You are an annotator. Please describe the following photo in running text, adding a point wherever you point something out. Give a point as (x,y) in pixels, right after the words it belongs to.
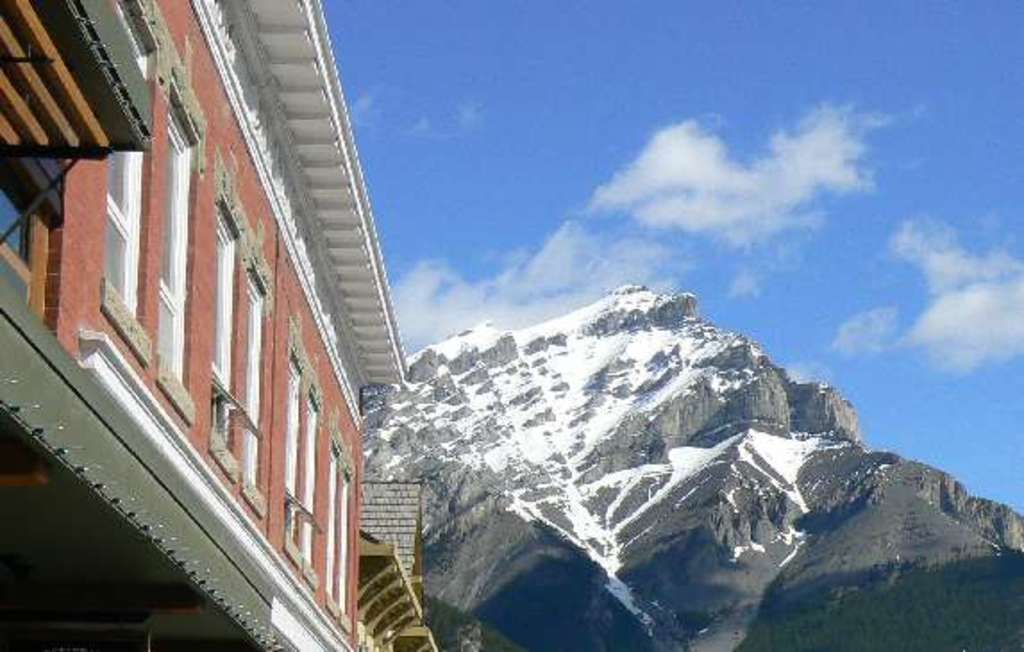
In this image we can see a building (324,473) with windows (290,463) and a rock (558,354), in the background (580,156), we can see the sky (560,141) with clouds (677,150).
